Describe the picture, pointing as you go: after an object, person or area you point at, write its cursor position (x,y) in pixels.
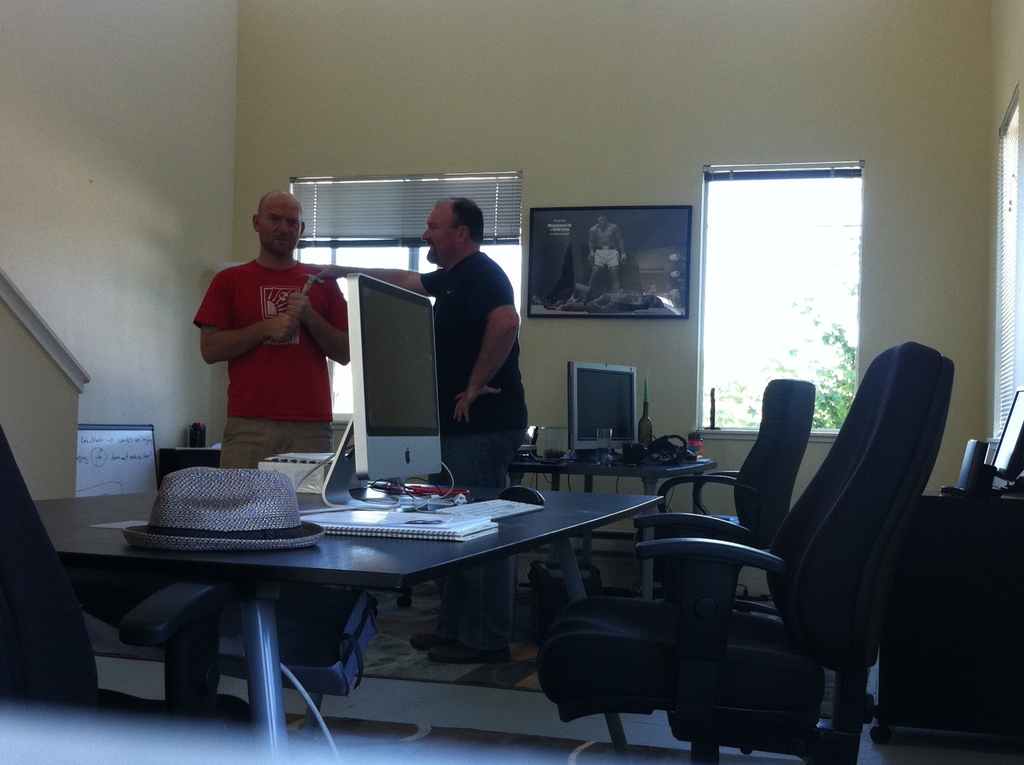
In this picture there are two persons (275,210) standing, and one person (338,315) is holding a hammer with both the hands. There are a couple of chairs (692,575), and there is a table (530,531), it has a monitor (436,460), keyboard (484,504) and a mouse (517,489) on it and there are some books (314,516) and a hat (220,514). There is a photo frame (574,230), a wall (647,123) and a window (800,289), a tree (830,339) is visible from the window (838,368).
